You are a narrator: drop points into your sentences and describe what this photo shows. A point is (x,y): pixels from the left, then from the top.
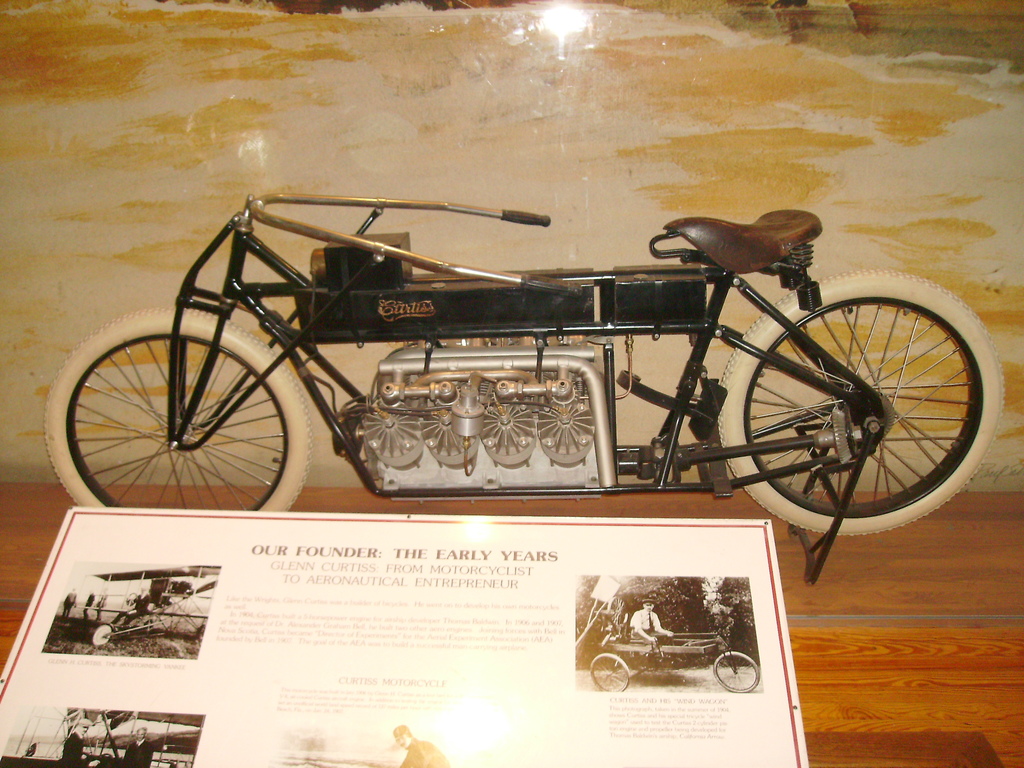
In this picture, I can see a motorcycle (723,383) on the table (21,494) and I can see a board (534,628) with some text (354,693) and pictures (147,761) on it.
